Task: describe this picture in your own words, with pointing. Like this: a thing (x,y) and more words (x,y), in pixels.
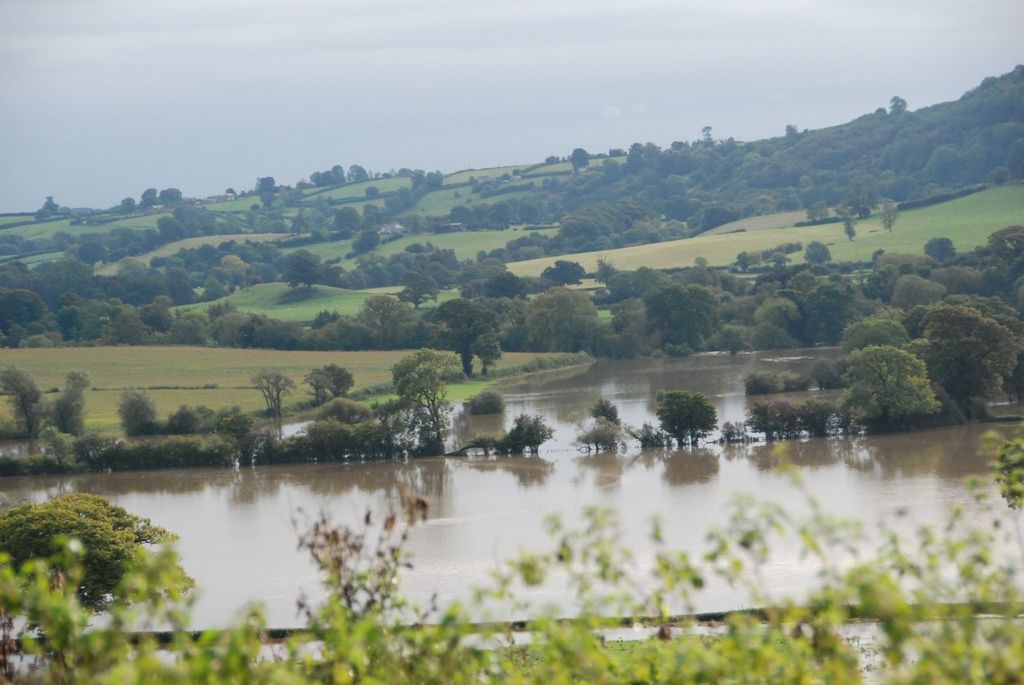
In the center of the image (557,426) there is water (757,472). At the bottom of the image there is grass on the surface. In the background of the image (644,239) there are trees (676,184) and sky (375,107).
